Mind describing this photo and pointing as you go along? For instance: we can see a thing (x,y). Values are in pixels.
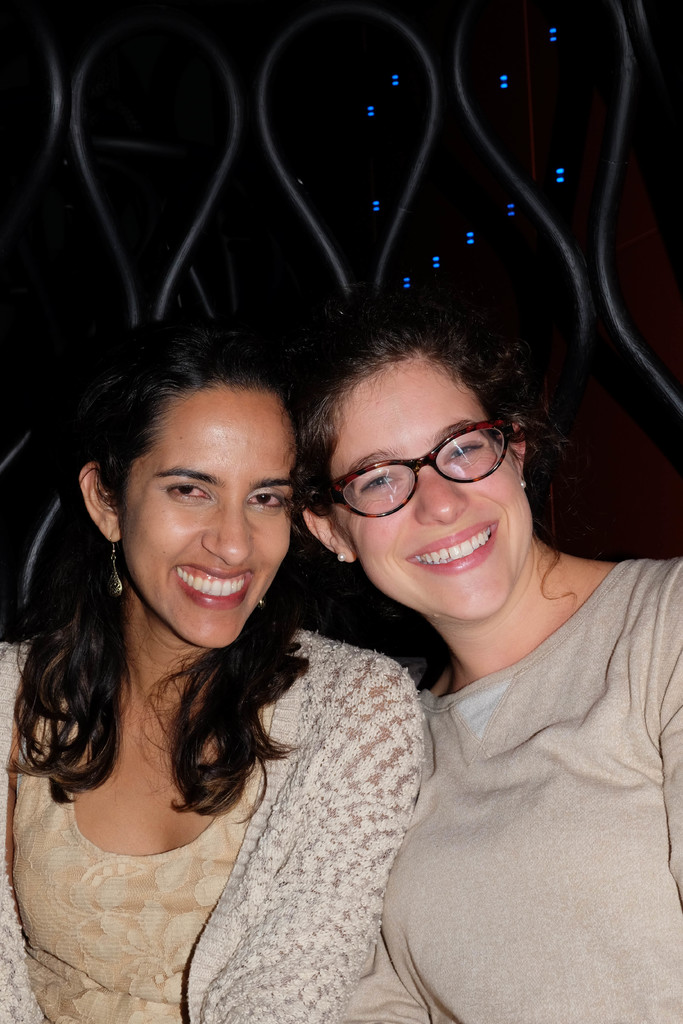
In the image there are two women (165,683) in grey color dress (267,829) smiling, behind them there is a railing (640,14).
